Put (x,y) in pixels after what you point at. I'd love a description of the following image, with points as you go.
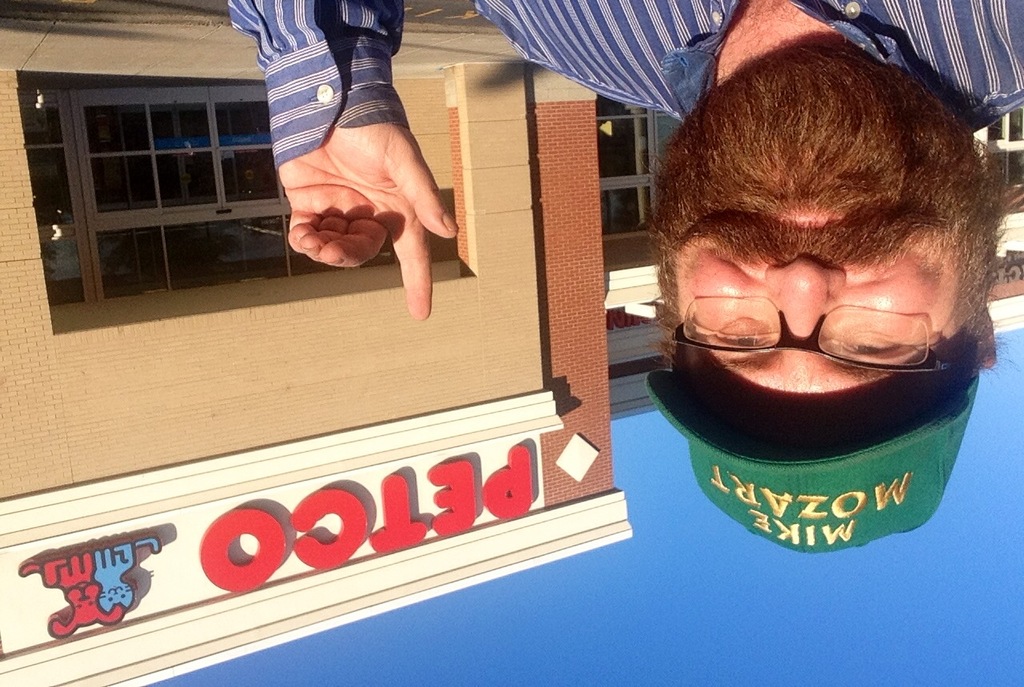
In the picture we can see a man (402,213) with a beard (819,72) and a cap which is green in color and in the background (514,356), we can see a building (467,356) with a window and name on it PET CO which is red in color and besides we can also see some buildings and a sky (859,603) which is blue in color.
